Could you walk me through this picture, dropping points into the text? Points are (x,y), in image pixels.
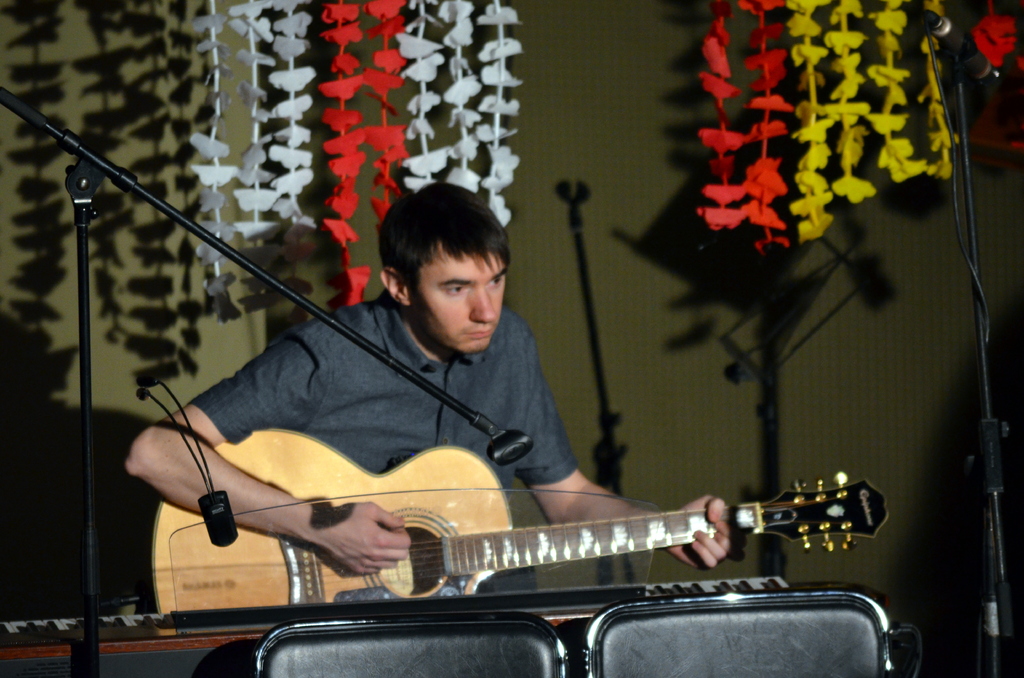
In this image I see a man (470,349) who is holding the guitar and there is an equipment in front of him, In the background (301,9) I see the decoration (891,16) and there is a mic (951,40) over here.
